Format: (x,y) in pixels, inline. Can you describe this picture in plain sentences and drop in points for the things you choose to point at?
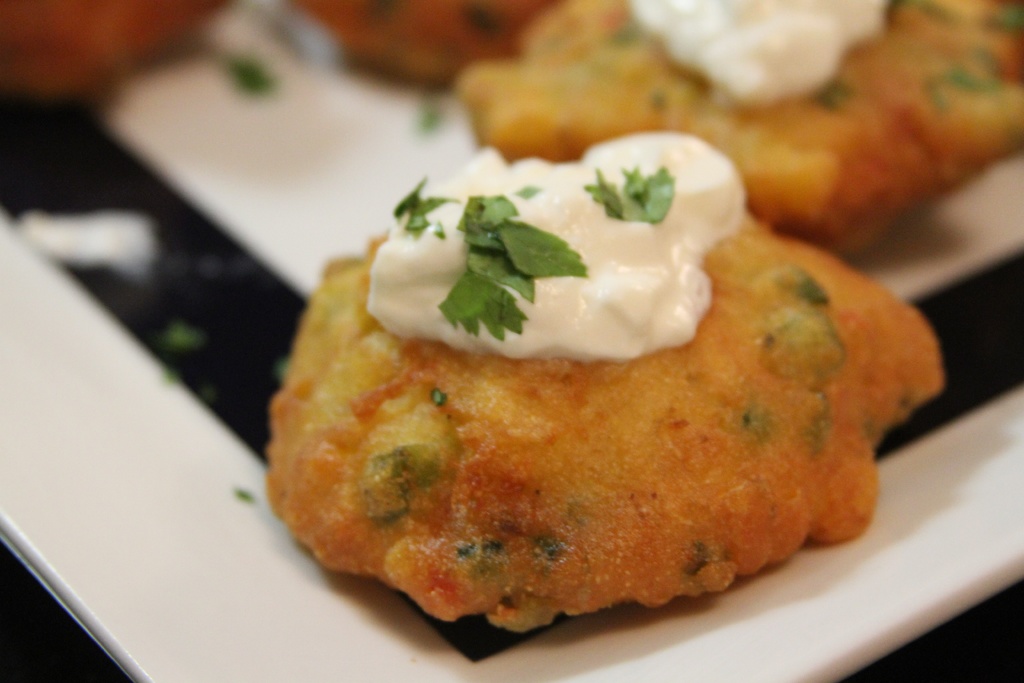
In this picture I can see a food item (842,294) on the plate (999,531).
